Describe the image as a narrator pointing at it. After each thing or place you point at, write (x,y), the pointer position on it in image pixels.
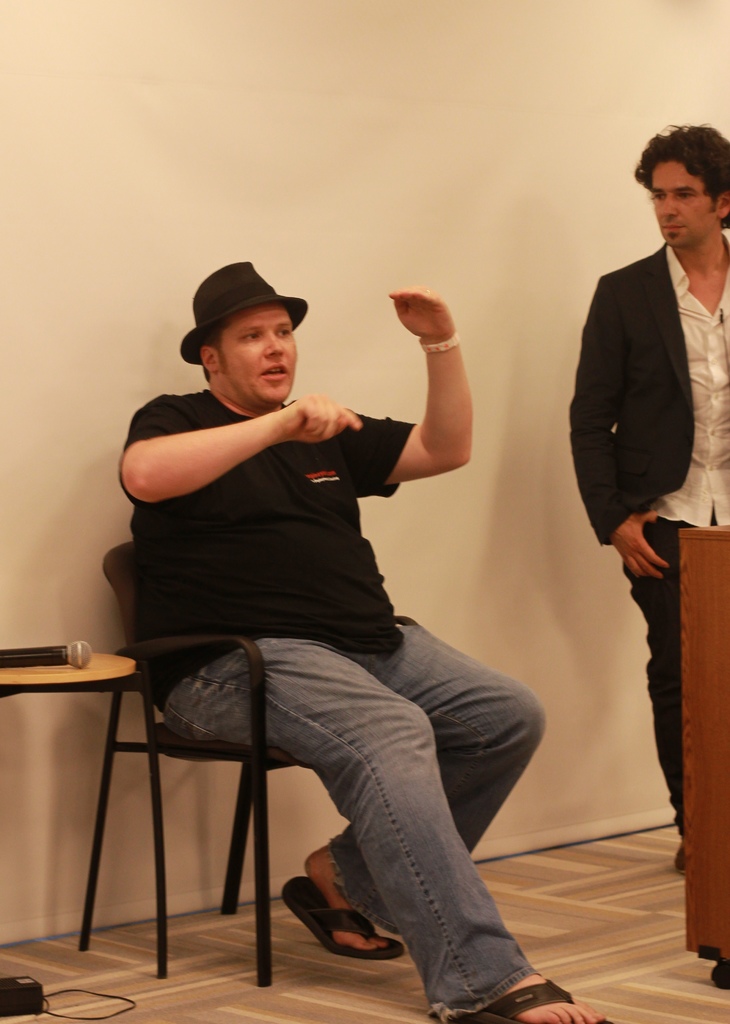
In this image I can see two persons (233,447). The person (616,402) at right (616,402) wearing black blazer (681,407), white shirt (722,421) and black color pant (647,617), the person (427,657) at left (192,501) wearing black color shirt (180,583) and gray color pant (295,670). I can also see a microphone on the table (128,663), background (170,39) the wall (131,170) is in cream color.
